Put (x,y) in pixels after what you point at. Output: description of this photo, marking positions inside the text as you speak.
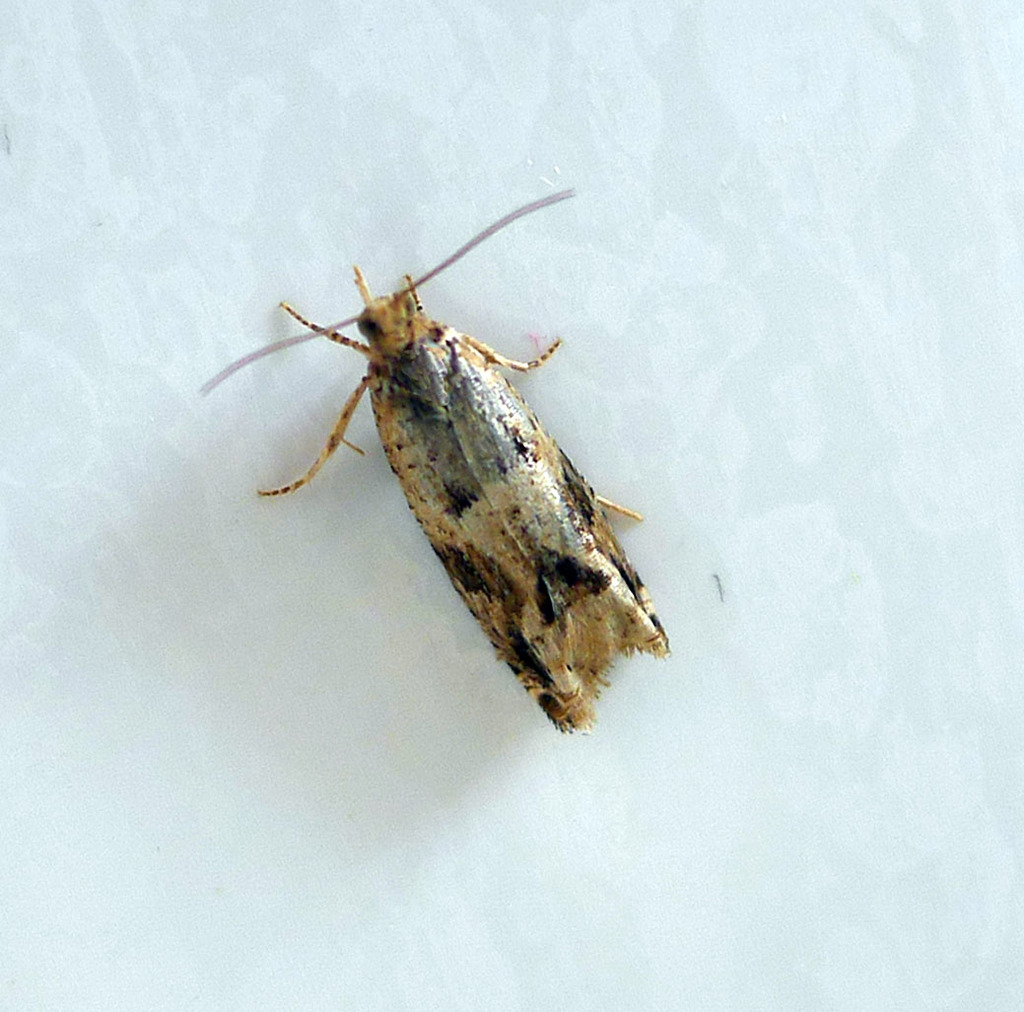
This picture contains an insect (447,525). In the background (950,783), it is white in color.
